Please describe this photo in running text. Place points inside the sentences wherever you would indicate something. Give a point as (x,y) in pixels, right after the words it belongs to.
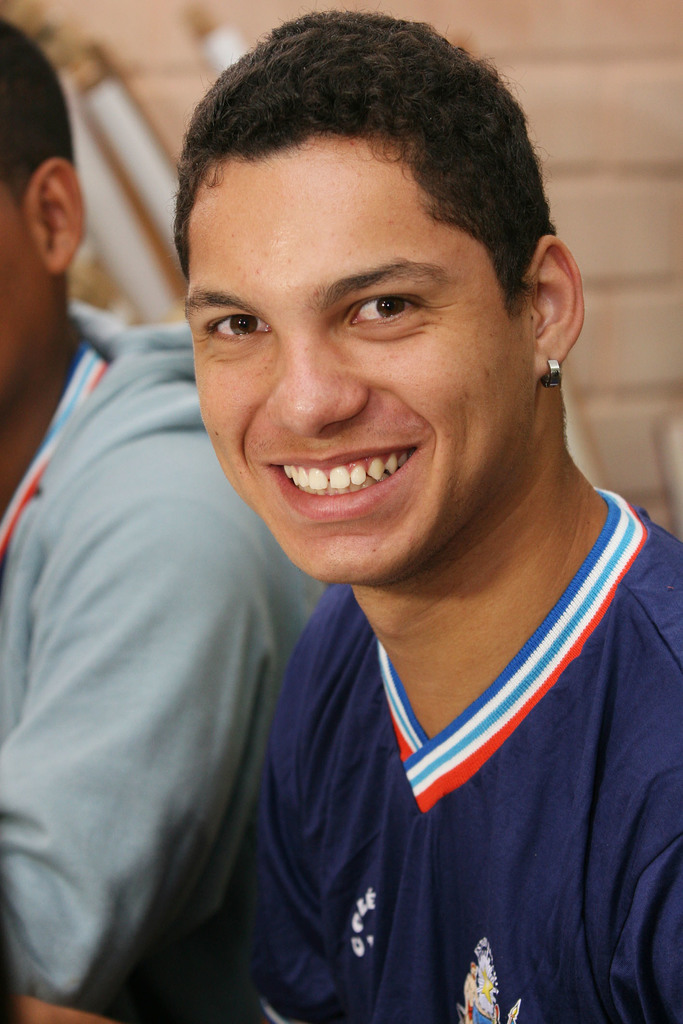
In this picture I can see a man (293,178) in front (599,956) and I see that he is wearing a t-shirt (647,904) and I can also see that he is smiling and beside to him, I can see another man (47,396). I see that it is blurred in the background (590,41).
